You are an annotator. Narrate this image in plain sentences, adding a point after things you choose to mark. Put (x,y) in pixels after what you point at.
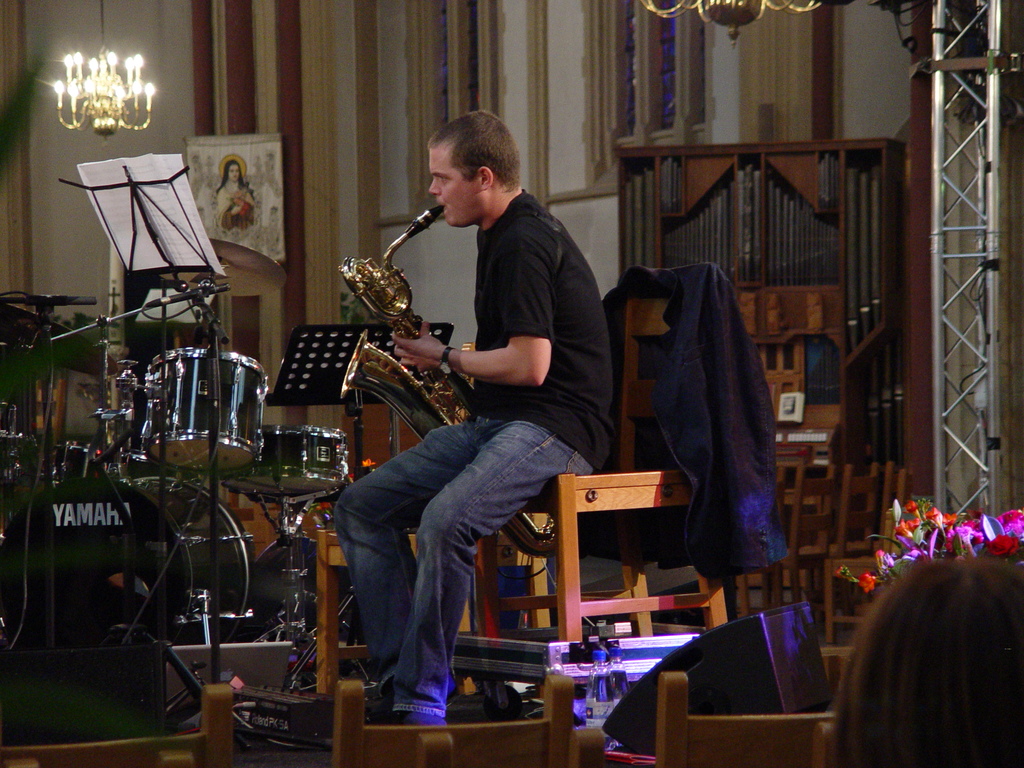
In this picture we can observe a man (479,391) wearing black color T shirt (537,317) and sitting in the wooden chair (493,547). He is playing a musical instrument (350,272). On the left side (47,517) we can observe drums (203,381). On the right side (913,536) there is a bouquet (908,529). We can observe chandelier (102,95) here. In the background (553,85) there is a wall (374,108) to which a photo frame (233,145) was hanged.
